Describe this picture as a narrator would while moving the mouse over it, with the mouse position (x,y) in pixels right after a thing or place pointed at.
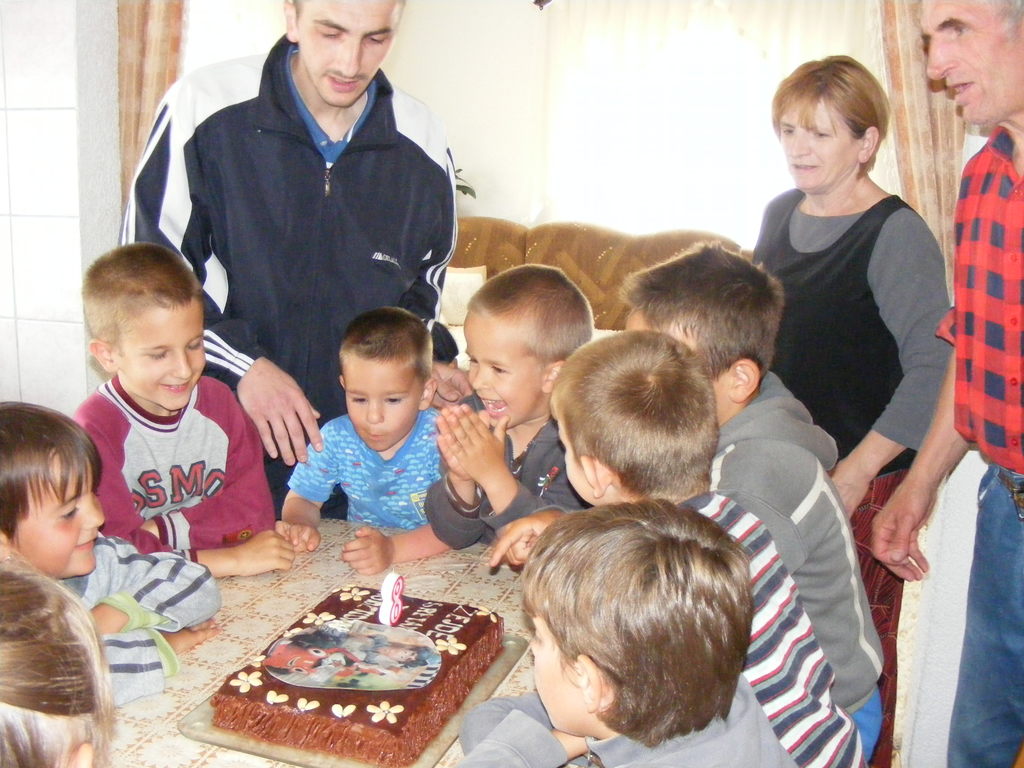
In this picture we can see few children (573,469) are sitting around the table (165,759), and this is the cake (355,650). Here we can see three persons (824,242) standing on the floor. And this is the wall (931,740).
